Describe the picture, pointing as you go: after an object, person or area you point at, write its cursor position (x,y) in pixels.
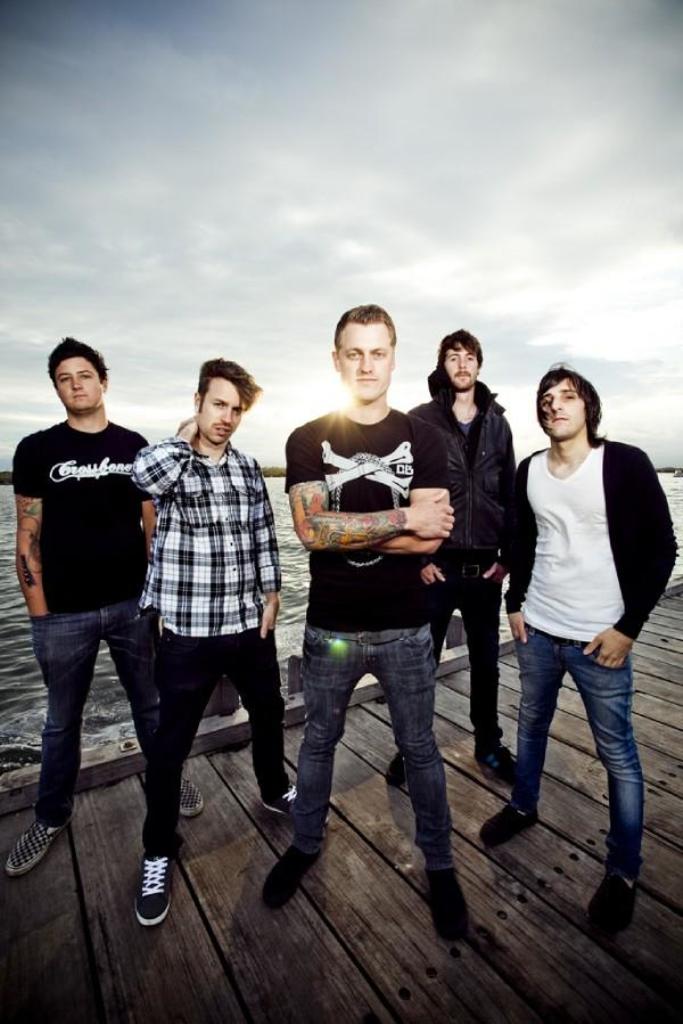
In this picture we can see a group of people (302,760) standing on a wooden platform (214,834) and in the background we can see water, sky (455,320).
